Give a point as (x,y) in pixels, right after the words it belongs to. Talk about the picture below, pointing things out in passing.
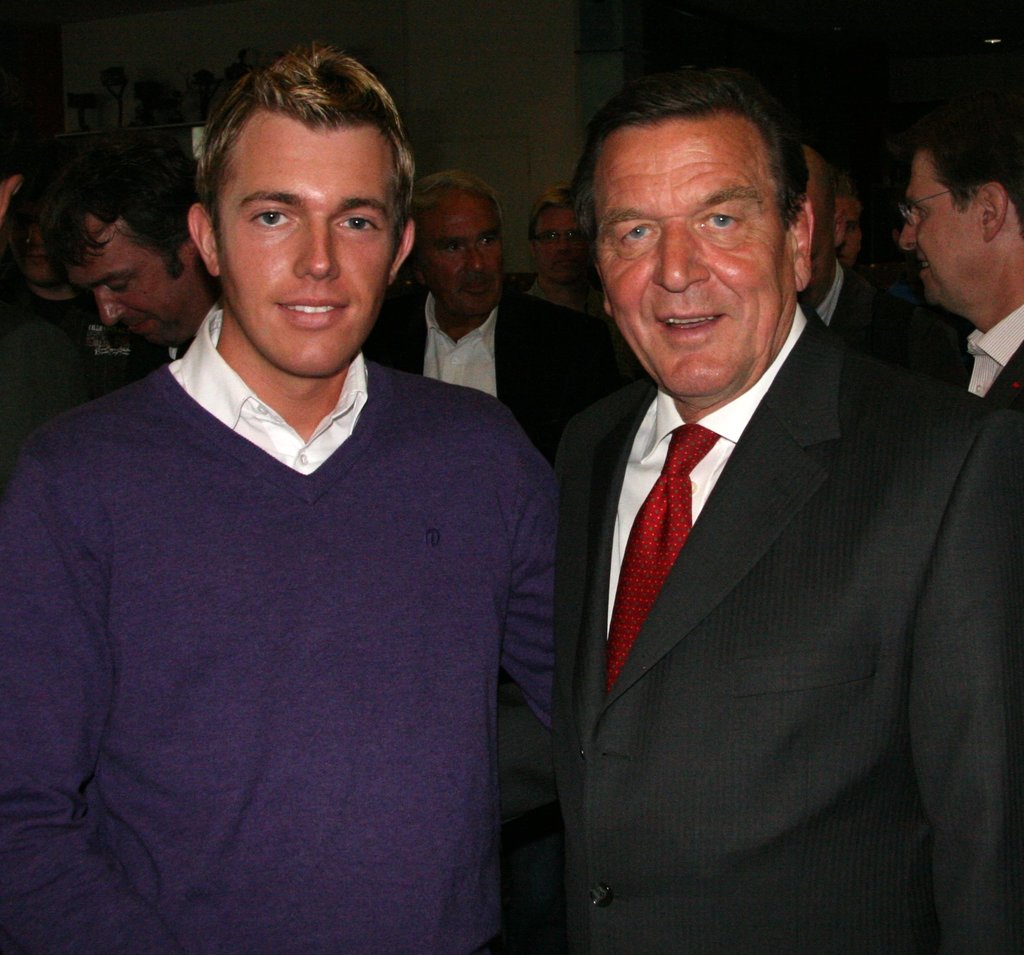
In this image, I can see a group of people (177,302) standing. In the background (488,83), I can see the wall (354,47).
